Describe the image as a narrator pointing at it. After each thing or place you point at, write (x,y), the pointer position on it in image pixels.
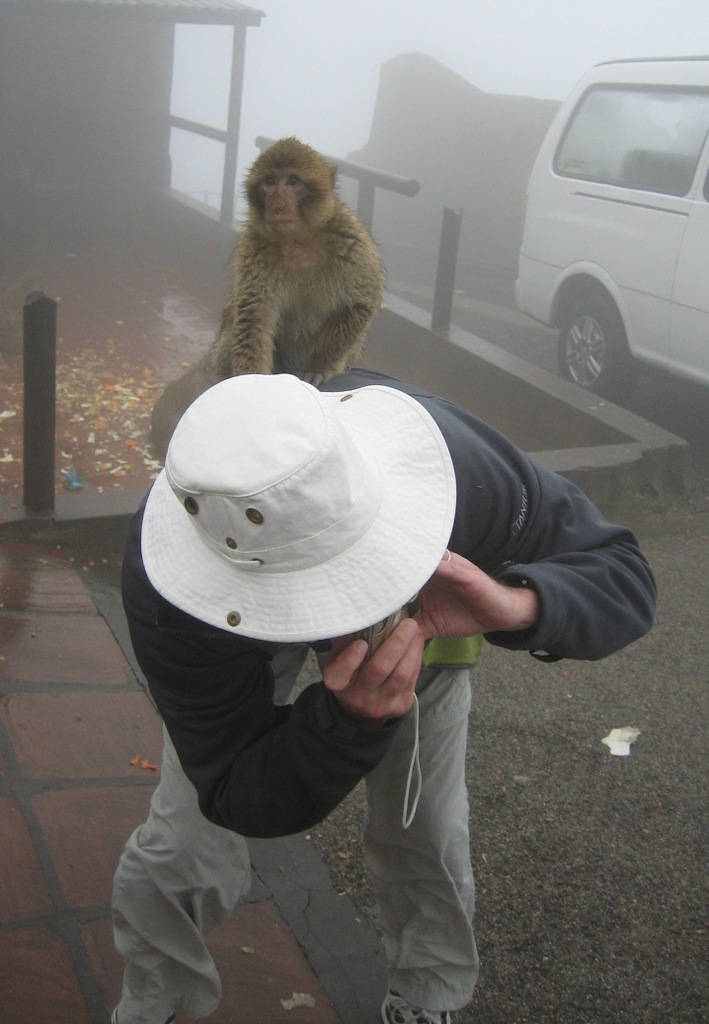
This image consists of a car (539,291) on the right side (547,180). There is a person (211,684) in the middle (405,514) who is holding camera (399,617). He has white hat (241,469) and a monkey (307,267) is sitting on him.
